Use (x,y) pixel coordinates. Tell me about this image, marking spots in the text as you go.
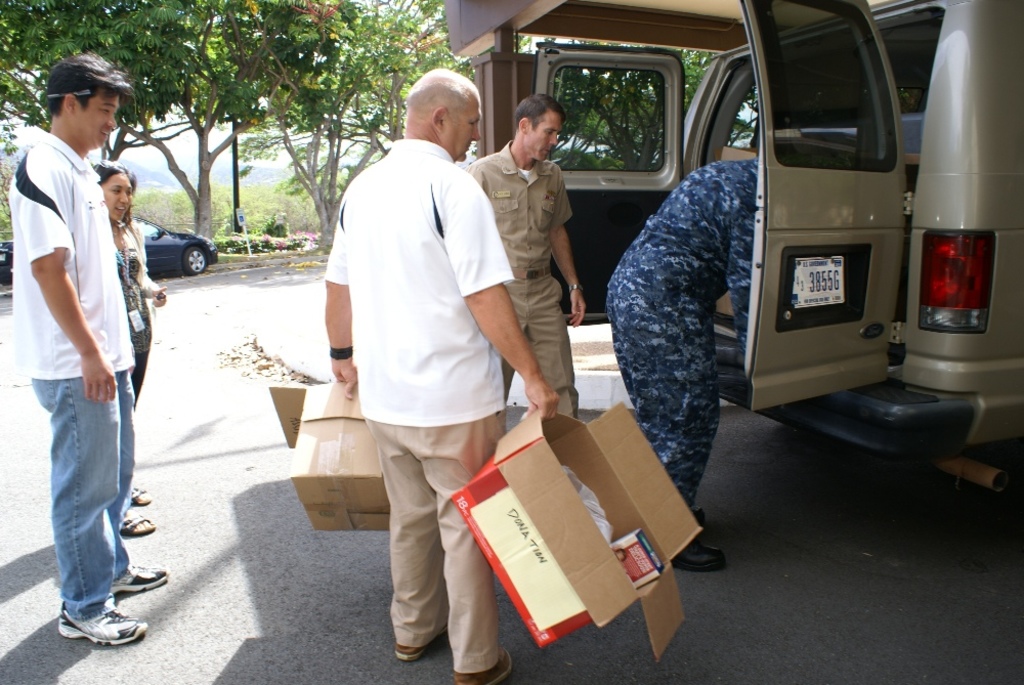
In the foreground of this image (369,571), there are five persons (140,342) standing on the road (256,507) and a man (444,454) in white T shirt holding two cardboard boxes (485,523) in his hands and on the right (909,150) there is a vehicle (905,180) with open doors (822,129). In the background (296,81), there is a vehicle (210,250), sign board (240,211), trees (145,54) and the sky (142,155).
